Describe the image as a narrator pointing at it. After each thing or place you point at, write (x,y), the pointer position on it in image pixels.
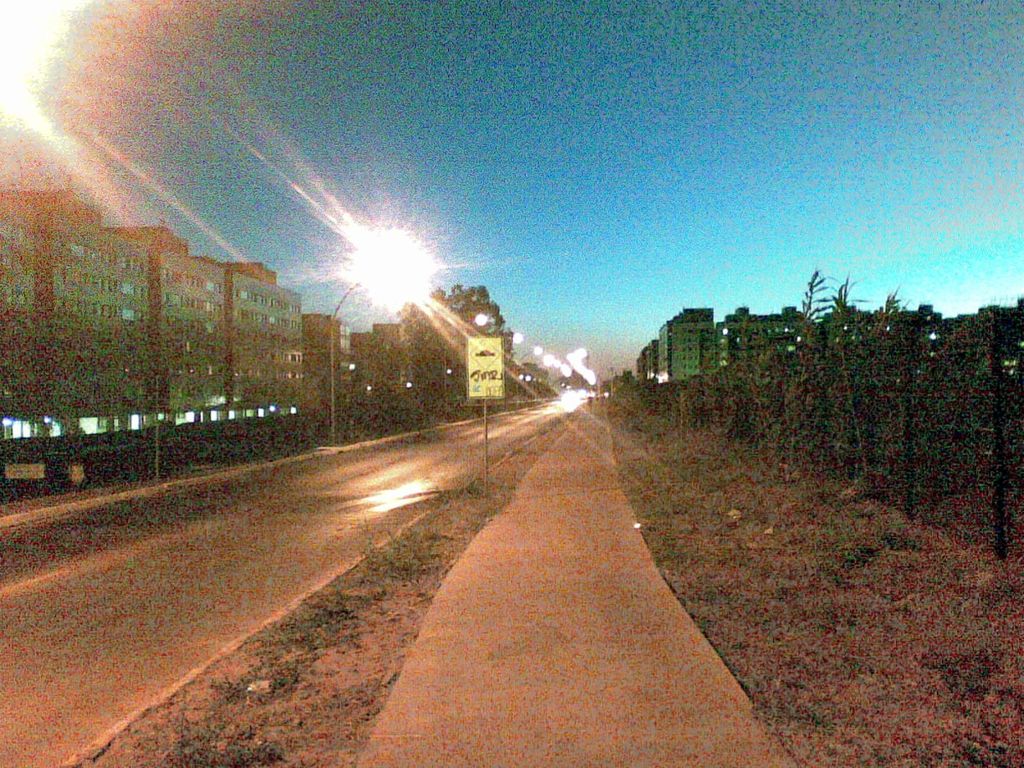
In this picture I can see the road (413,498) in front (391,484) and I see a pole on which there is a board (482,371). In the background (294,364) I see number of buildings (698,358) and I see the lights (370,289) and I can also see the sky (655,134).
